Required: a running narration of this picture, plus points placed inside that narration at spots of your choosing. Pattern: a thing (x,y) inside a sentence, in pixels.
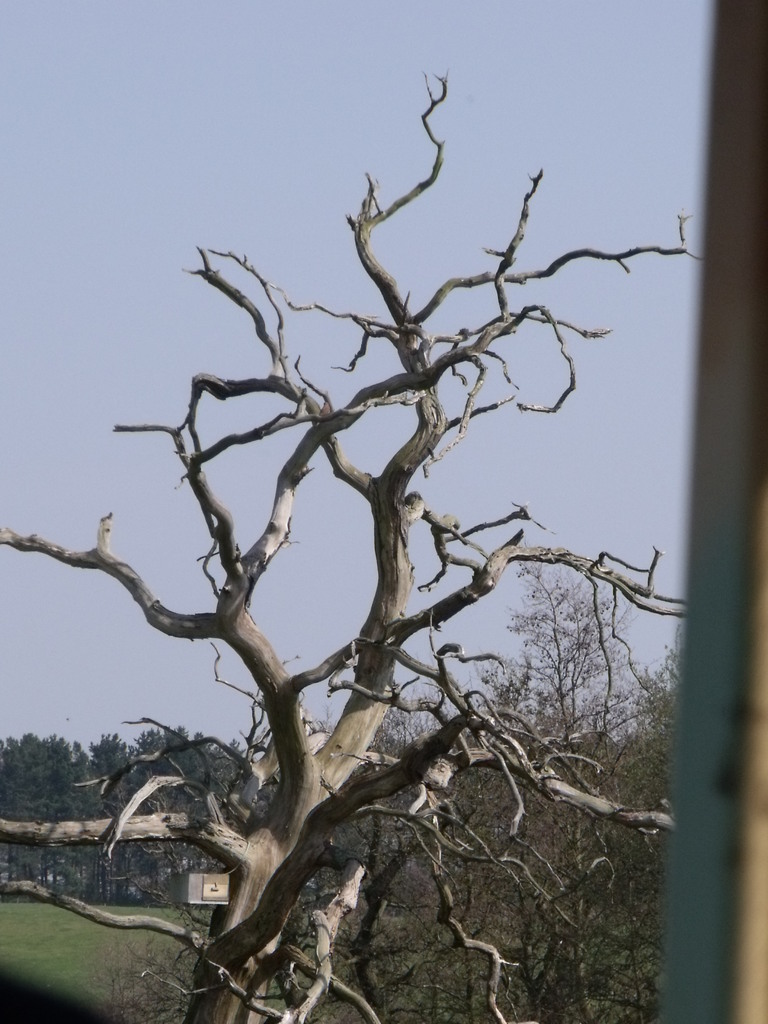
This picture is clicked outside. In the center (413,667) we can see the dry stems (227,954) and the green grass (60,972). On the right corner (732,338) we can see an object (759,818). In the background (153,493) we can the sky (89,654), trees (49,748) and some other items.
